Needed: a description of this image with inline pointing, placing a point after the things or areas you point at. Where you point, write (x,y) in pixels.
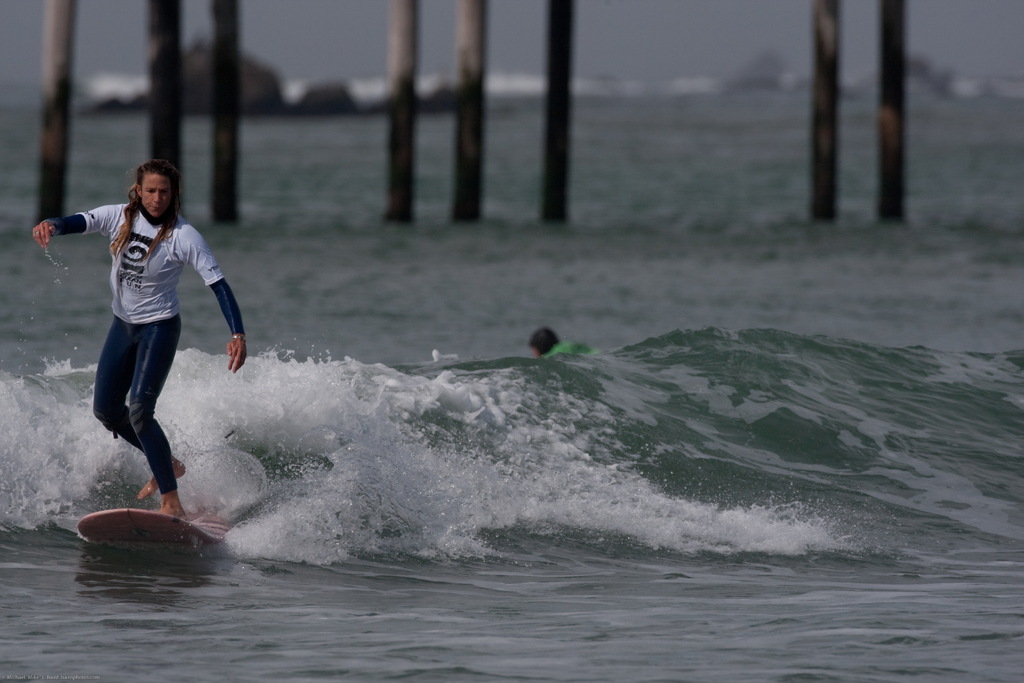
In this image there is a girl (150,401) standing, on a surfing board (205,532) and surfing on a sea (791,364), in the background (547,133) there are poles (406,118) and it is blurred.
